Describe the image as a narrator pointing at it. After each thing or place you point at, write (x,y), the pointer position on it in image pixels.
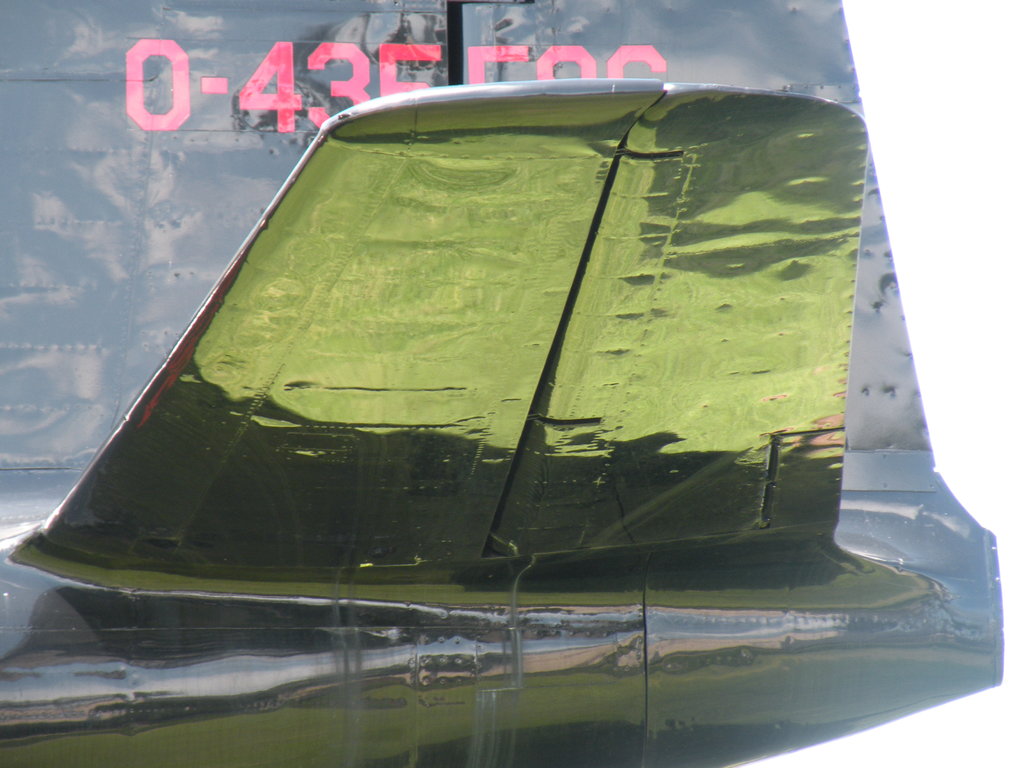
In this image I can see green color thing (537,365) and in the background (154,72) I can see something is written.
